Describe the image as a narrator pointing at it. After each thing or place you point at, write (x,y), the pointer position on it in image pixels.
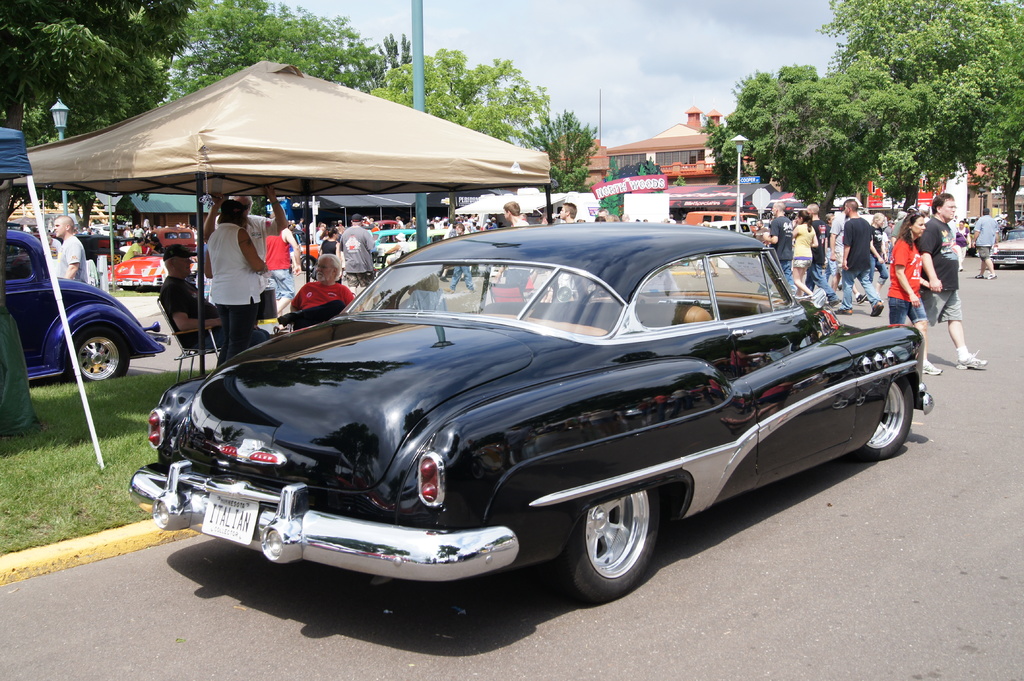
In the center of the image (430,346) we can see cars (431,379) on the road (978,301). In the background (250,343) there are people (912,275) walking and some of them are standing. There is a person (178,302) sitting. On the left (310,99) there is a tent (288,174). In the background (677,202) there are sheds (704,199), trees (452,88), board (651,185) and sky (654,88).
